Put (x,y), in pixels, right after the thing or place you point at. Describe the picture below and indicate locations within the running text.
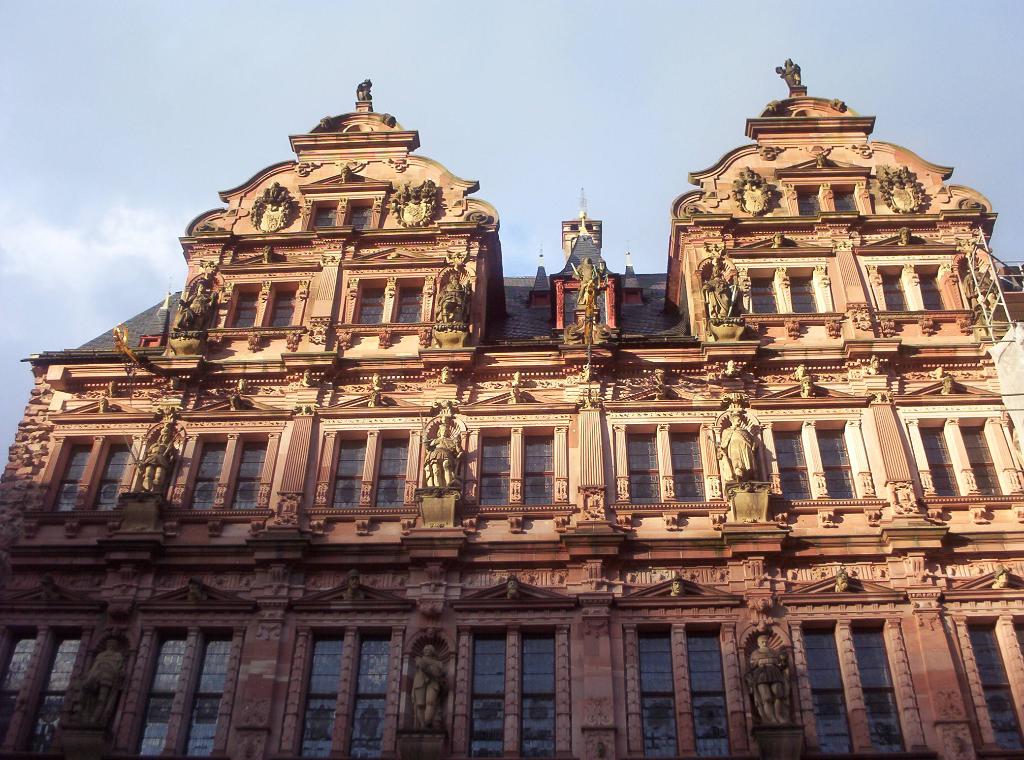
In this image there is a building (378,373).
